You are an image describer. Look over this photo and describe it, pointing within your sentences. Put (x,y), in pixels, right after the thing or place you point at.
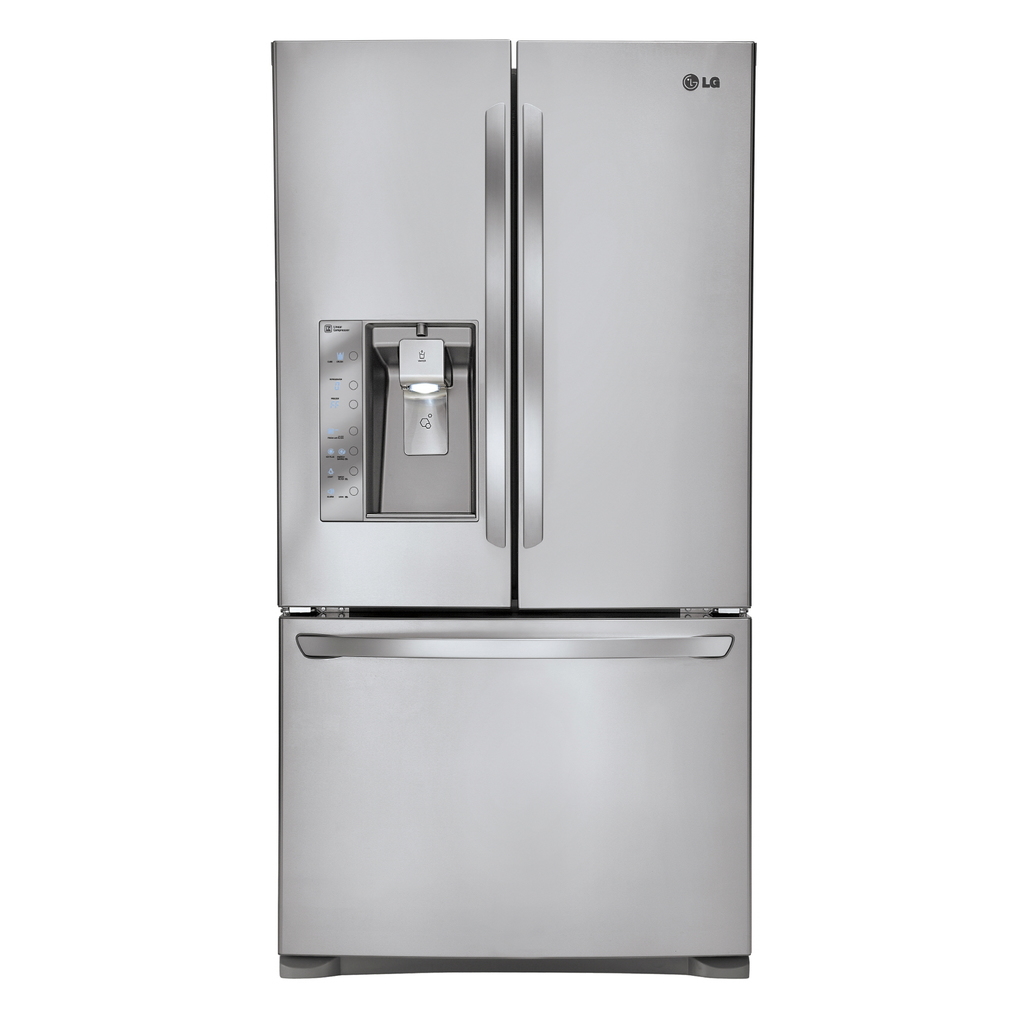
In this picture I can see the refrigerator (618,643).
